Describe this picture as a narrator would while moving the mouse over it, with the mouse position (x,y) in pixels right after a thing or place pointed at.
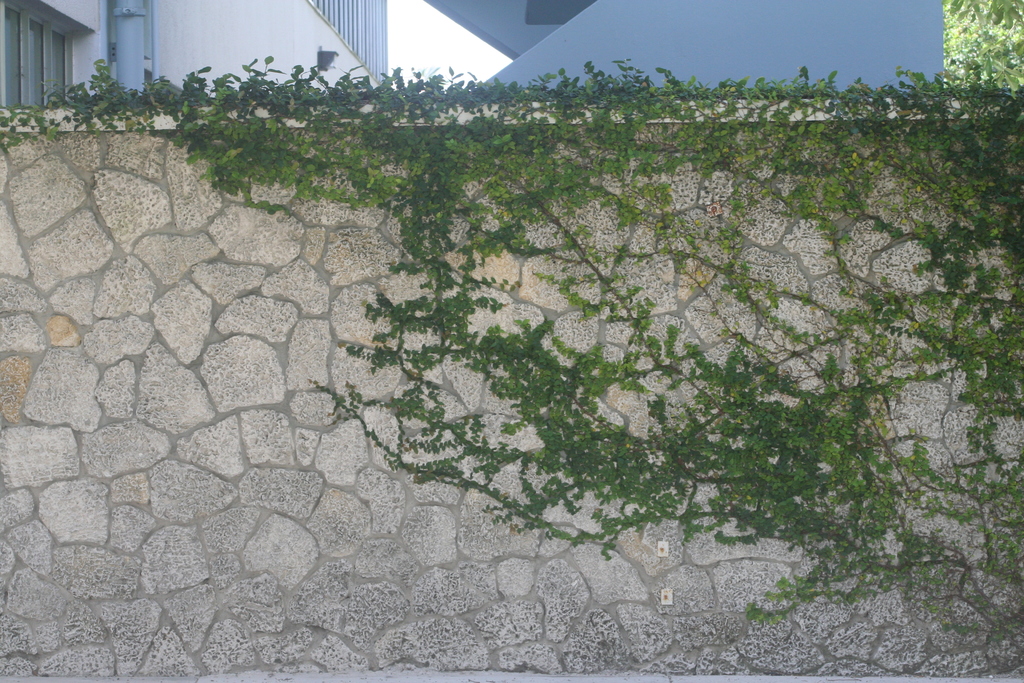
In this image we can see plants (968,244) on a wall (166,515). In the background (90,60), we can see buildings (234,67) with windows (15,63) and a pipe (141,43). At the top of the image (971,35) we can see some trees (979,38) and the sky (443,34).
